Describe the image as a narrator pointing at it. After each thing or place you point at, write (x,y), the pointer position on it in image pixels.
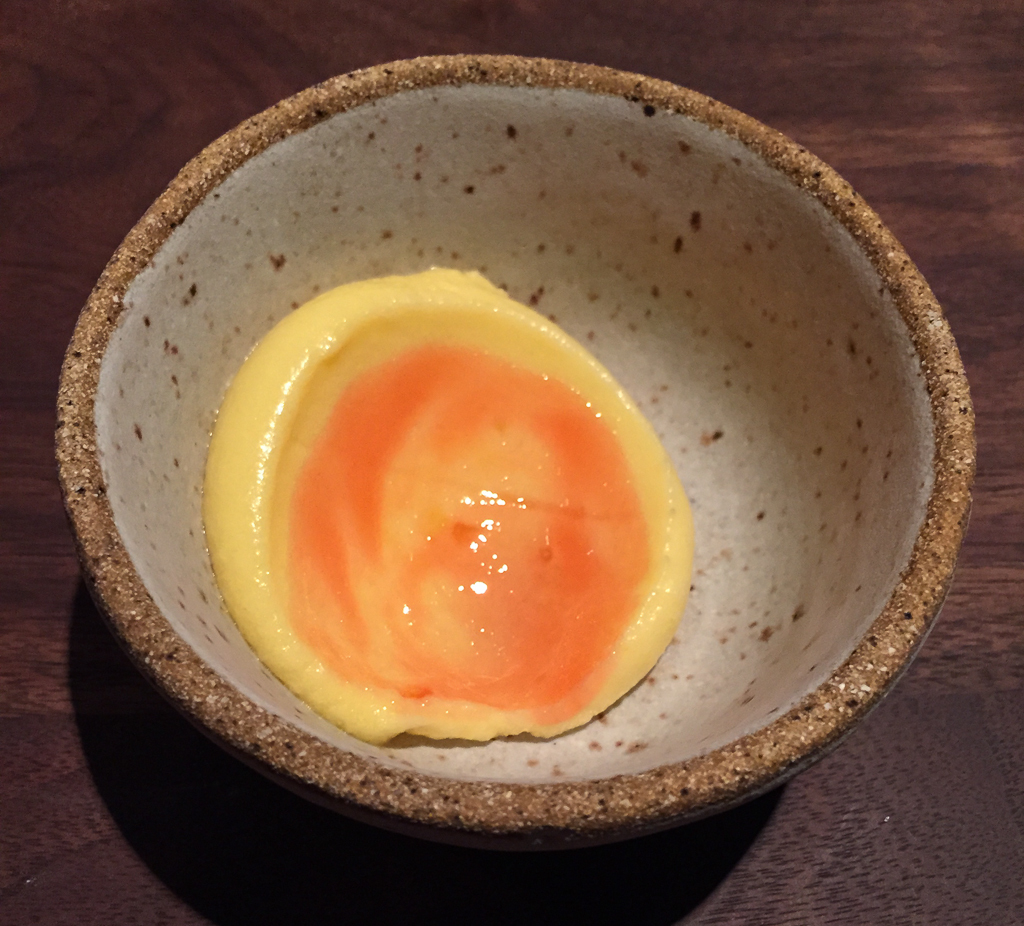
In this image I can see some food item (407,472) in the bowl (712,241).
